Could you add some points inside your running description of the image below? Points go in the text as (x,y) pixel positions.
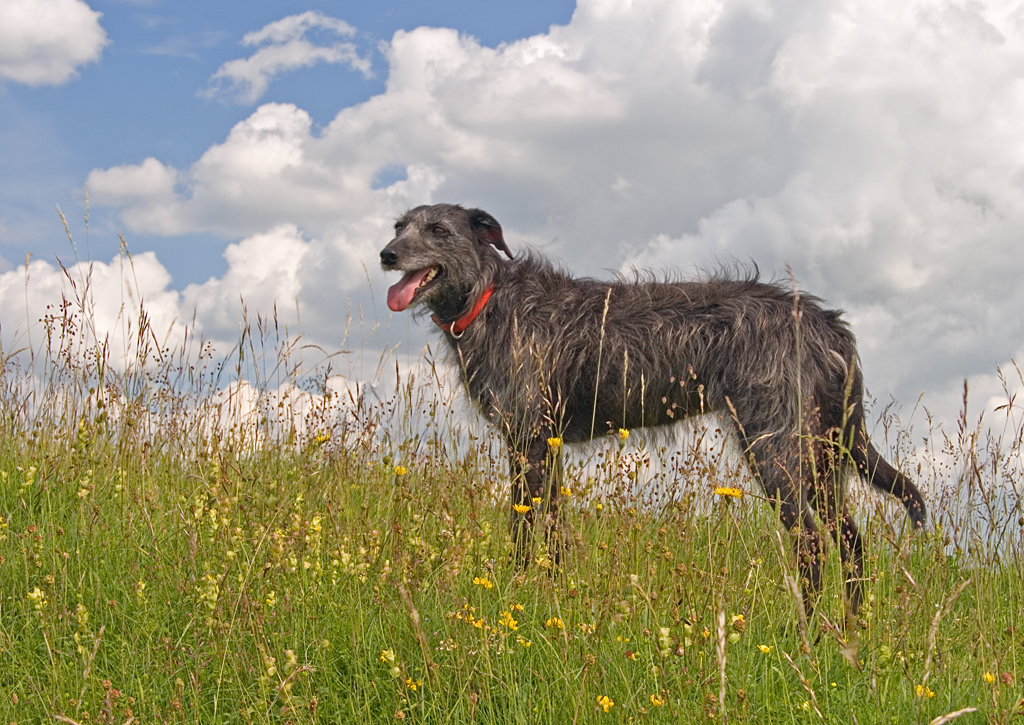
In this image I can see grass ground (417,633) and on it I can see a black colour dog (564,303) is standing. I can also see a red colour belt (450,327) around the dog's neck (509,273). In the background (561,108) I can see clouds (562,177) and the sky (187,145).
